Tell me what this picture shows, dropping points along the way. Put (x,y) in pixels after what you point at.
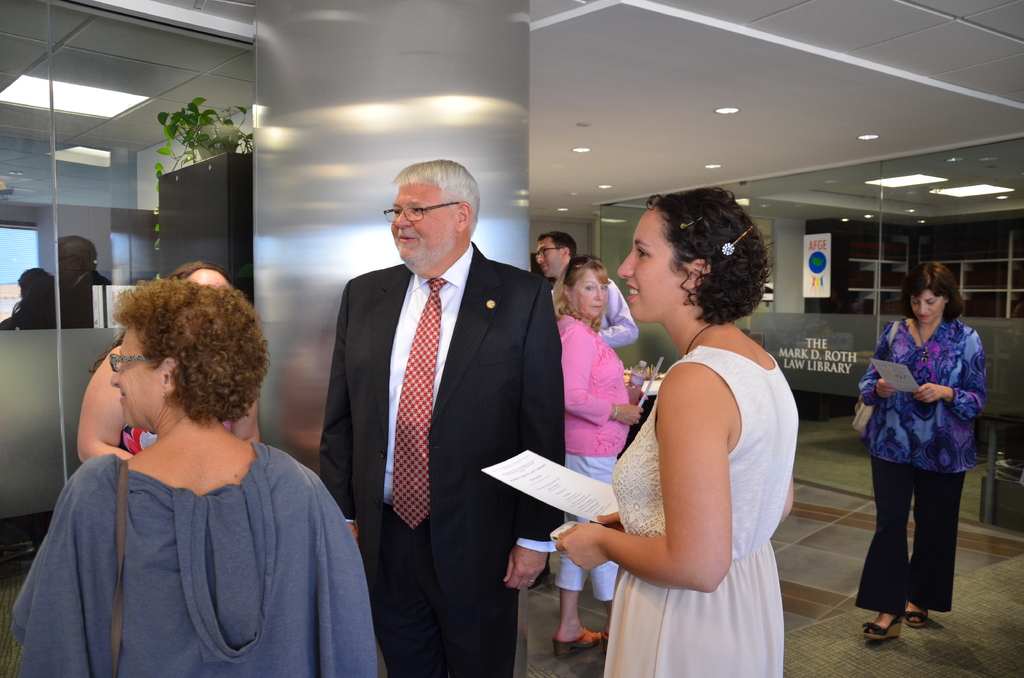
In this picture we can see some people (607,290) are standing on the floor (546,615) and three women (710,636) are holding papers (642,407) with their hands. In the background (277,240) we can see a house plant (215,142), pillar (334,131), poster (817,242), ceiling (543,126), lights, shelves (920,260) and some objects (245,181).
